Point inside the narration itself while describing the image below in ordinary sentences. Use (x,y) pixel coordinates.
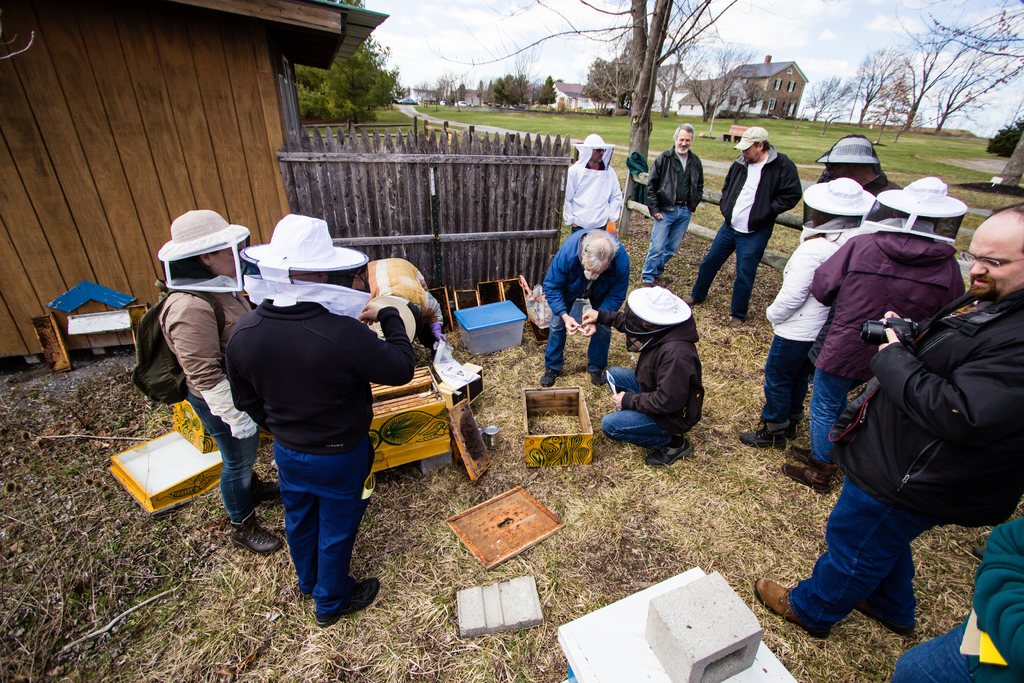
In the image on the ground (600,454) there is grass (511,441) and also there are wooden boxes (438,423) and plastic box (483,325) on it. There are few people (647,346) with white hats (931,207) on their heads (183,246) is standing. To the left top of the image (103,150) there is a house (170,113) with wooden walls (273,153), roofs (290,55) and in front of the house (274,152) there is a fencing (540,150). In the background (715,116) there are many trees (713,86), roads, houses (787,84) with roofs (582,96) and walls (752,90). And also there is a sky (511,49) in the background (506,49).
